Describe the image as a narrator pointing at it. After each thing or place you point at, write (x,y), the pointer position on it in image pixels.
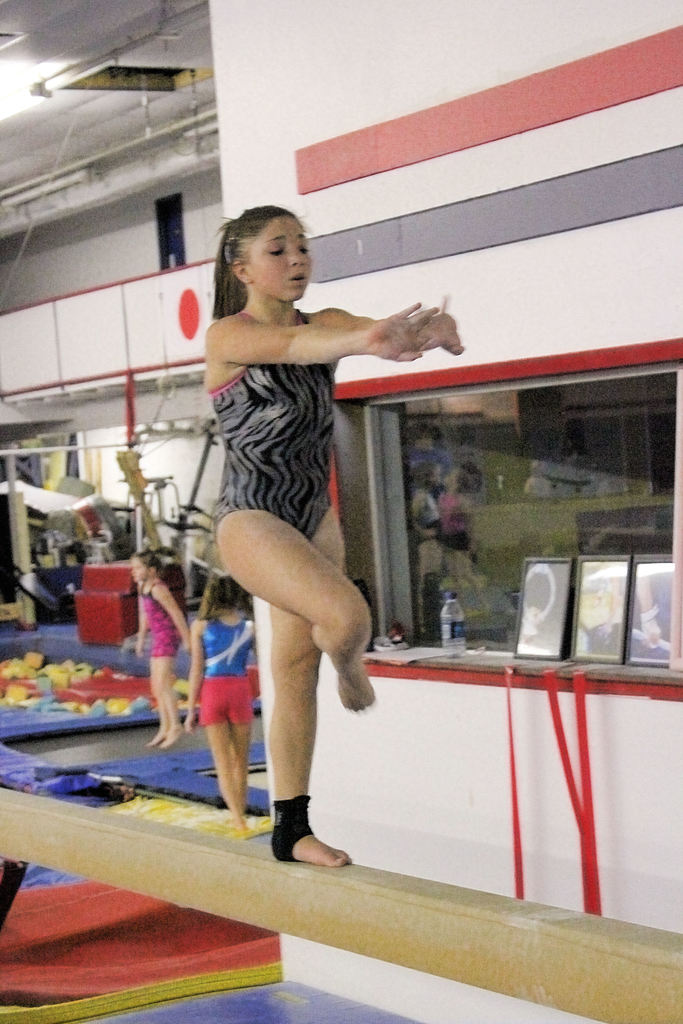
In this picture I can see a woman (281,246) standing on the wood (344,905) and I can see couple of women (158,658) and few machines (54,526) in the back (65,526). I can see a light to the ceiling (106,121) and few cupboards (103,291). I can see few photo frames (551,652) and a bottle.
